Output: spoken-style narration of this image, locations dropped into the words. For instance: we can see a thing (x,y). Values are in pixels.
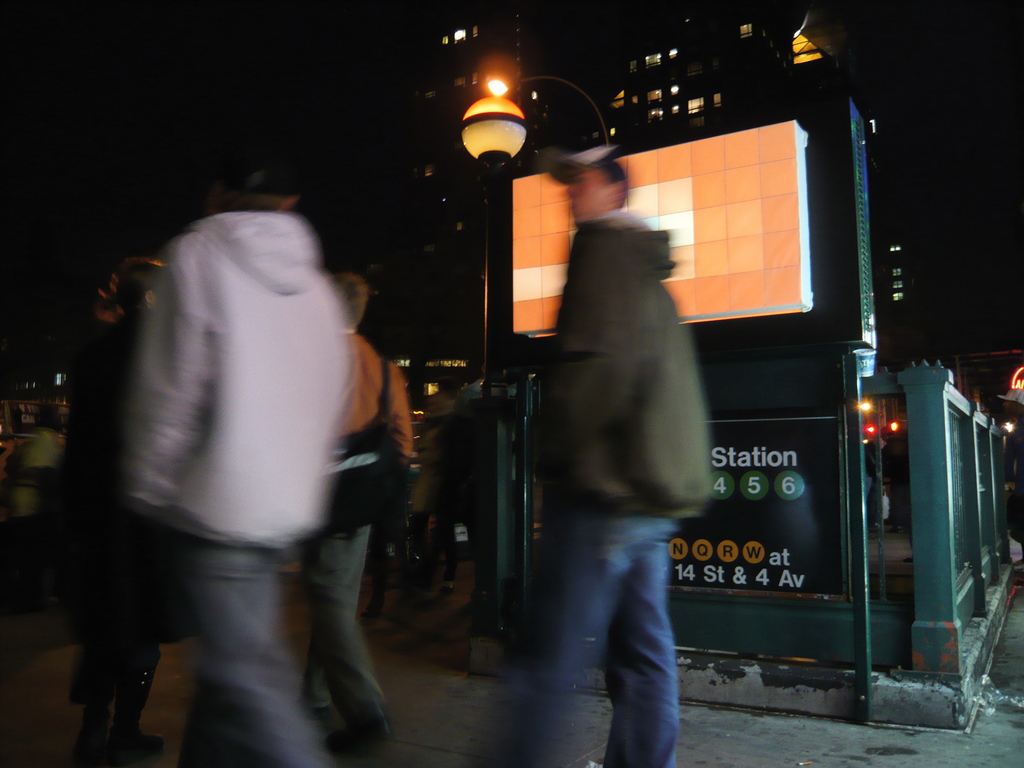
This is the blurred picture of a some people (340,545) on the road (38,727) and to the side there is a fencing (929,521), board (743,231), poles (499,559) which has a lamp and also we can see some buildings (39,326) to which there are some lights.
